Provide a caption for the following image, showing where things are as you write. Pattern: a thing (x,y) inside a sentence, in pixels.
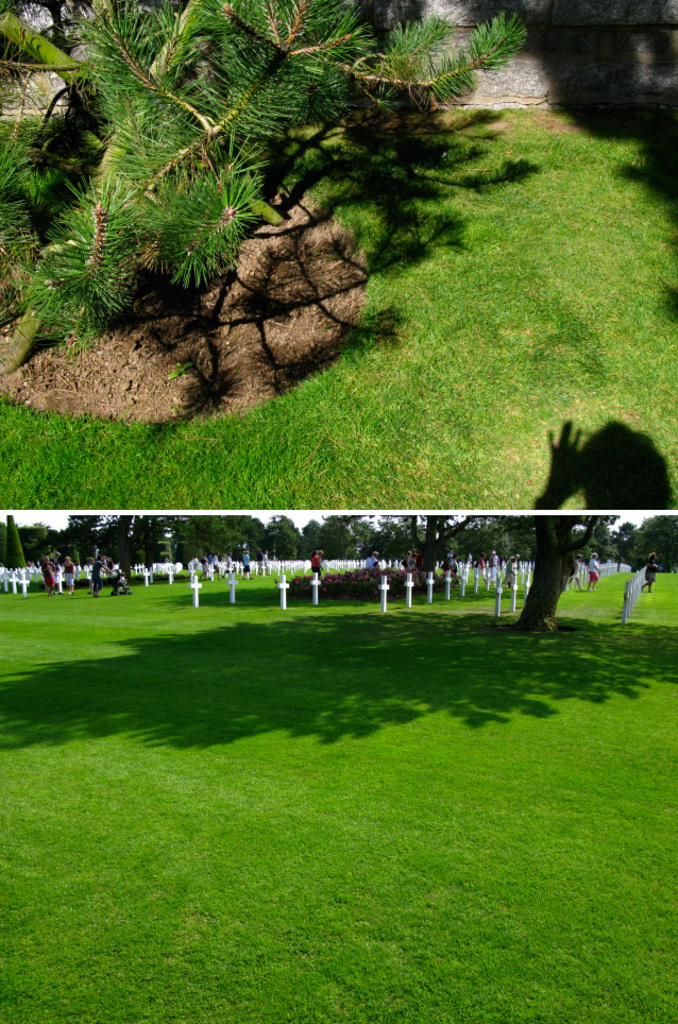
In this picture I can see the collage images and on the bottom (422,702) image I can see the grass (320,707), number of trees (157,543), people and the crosses (628,617). On the top (291,94) image I can see the grass (639,238), a plant (337,87) and the shadows (663,482).
